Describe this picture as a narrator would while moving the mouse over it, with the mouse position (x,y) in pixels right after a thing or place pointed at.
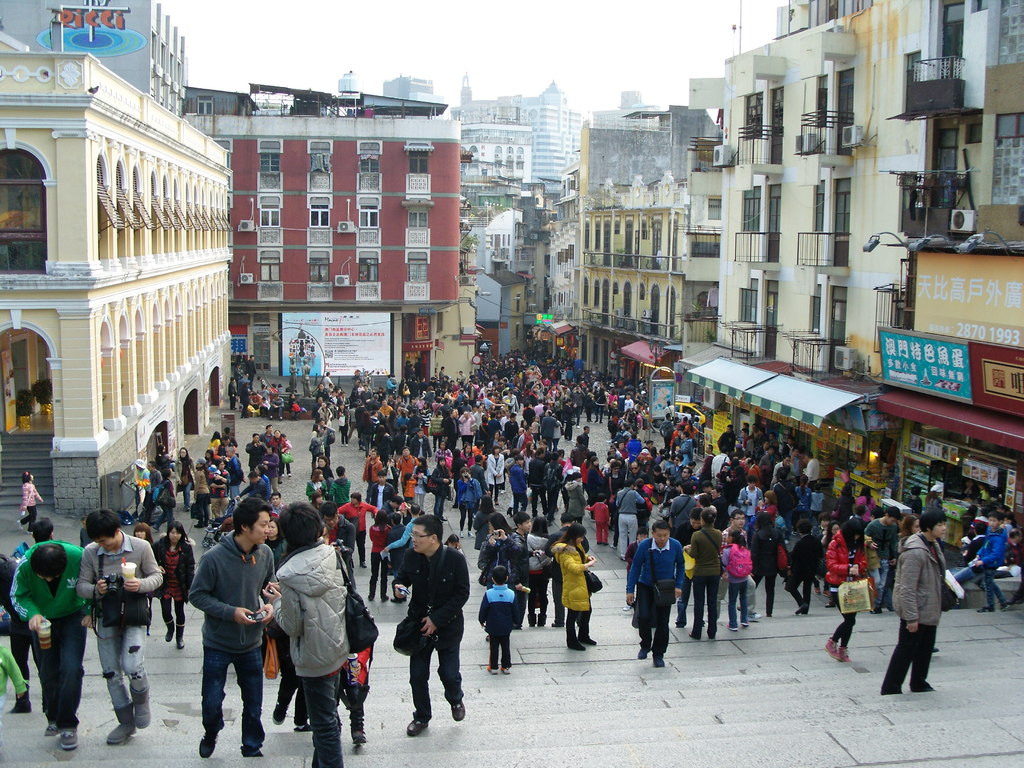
This is the picture of a city (490,286). In this image there are group of people (345,583), few (259,444) are standing and few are walking. At the back (784,360) there are buildings (784,360) and there are hoardings (914,359) on the buildings (658,242). At the top (495,9) there is sky (413,12). At the bottom (520,704) there is a road (300,484) and staircase (520,704).
